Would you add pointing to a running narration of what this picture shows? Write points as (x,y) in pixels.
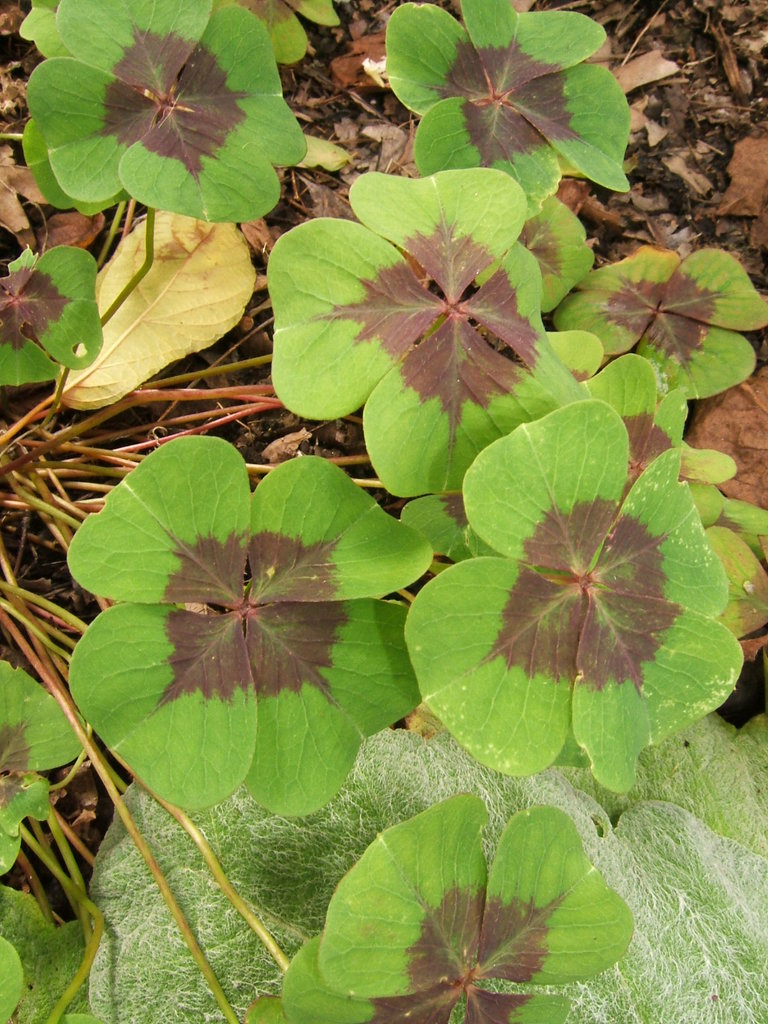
In this image I can see few plants (363,296) which are green and brown in color and I can see few leaves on the ground (680,196).
